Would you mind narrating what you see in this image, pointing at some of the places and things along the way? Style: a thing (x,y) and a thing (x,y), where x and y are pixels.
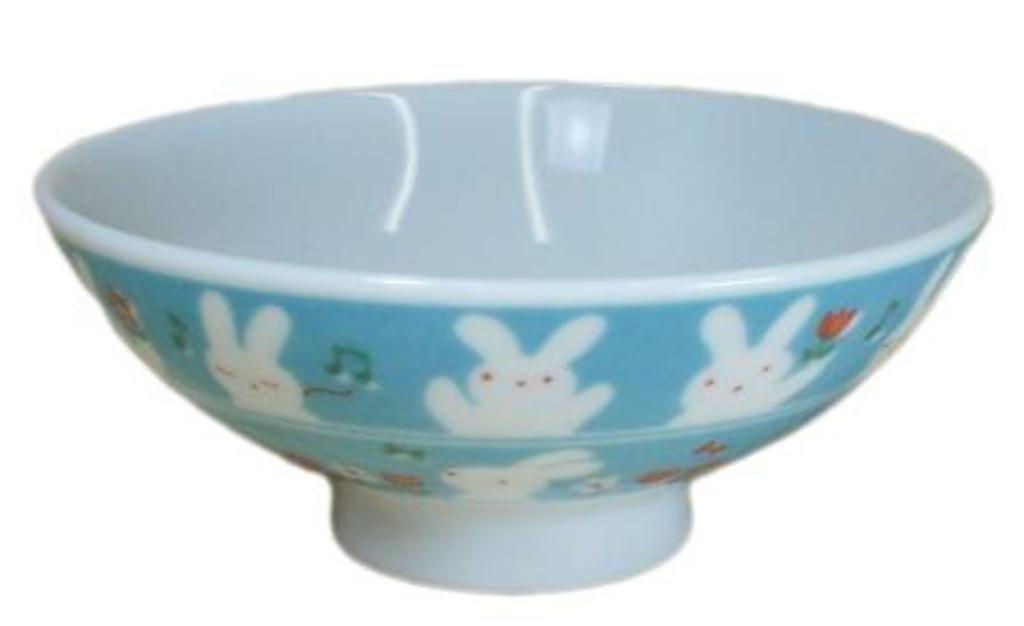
Here we can see a bowl (532,231). Background (171,39) it is in white color.
